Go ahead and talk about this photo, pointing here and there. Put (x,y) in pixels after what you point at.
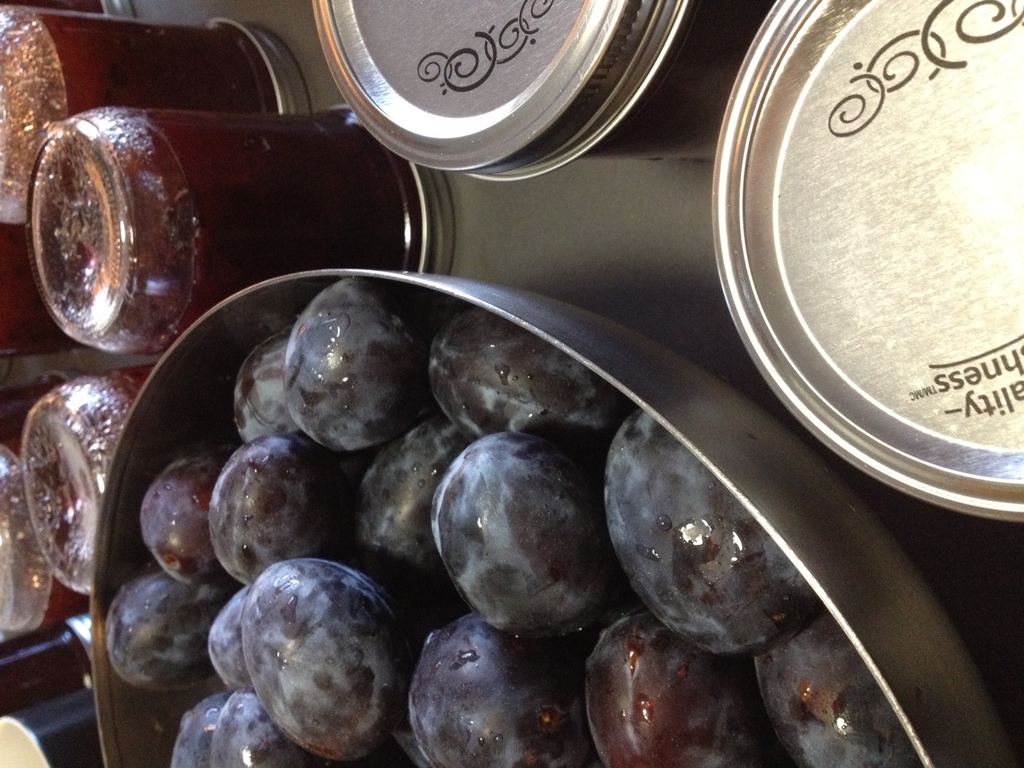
In this image we can see plums (579,588) in a bowl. In the background (133,137) we can also see juice jars (237,115) placed on the surface (518,242).
